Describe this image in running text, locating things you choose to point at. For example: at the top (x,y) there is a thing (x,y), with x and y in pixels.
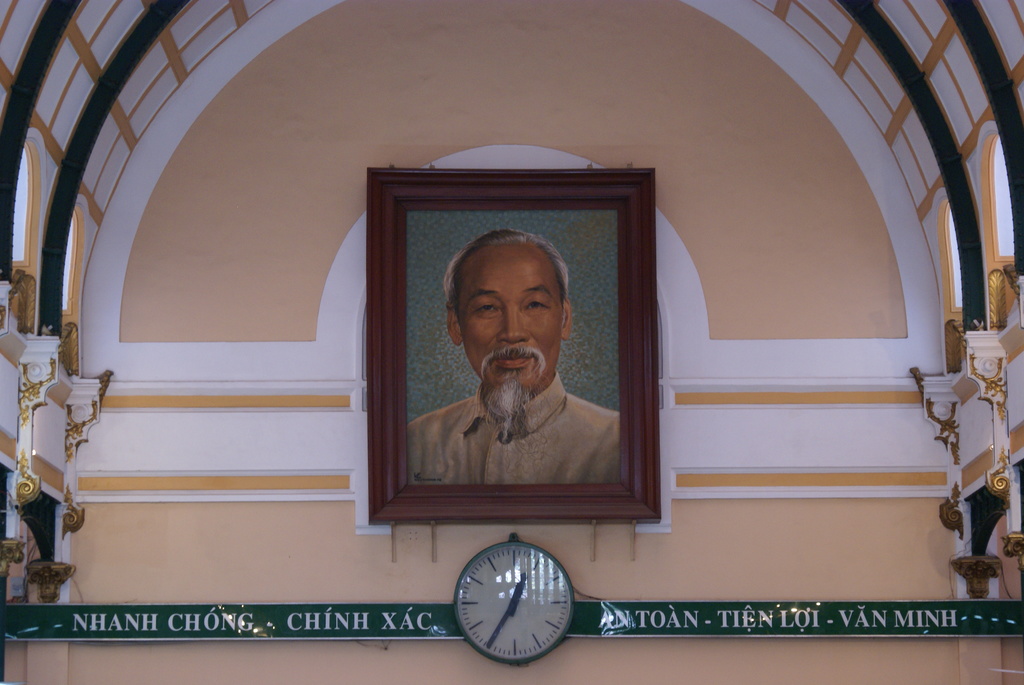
In the picture I can see the photo frame (534,191) on the wall (416,584) and it is in the middle of the image (576,368). I can see the clock (563,597) on the wall (581,567) at the bottom of the picture (516,569). I can see the arch design construction (195,14) at the top of the image (951,95).
